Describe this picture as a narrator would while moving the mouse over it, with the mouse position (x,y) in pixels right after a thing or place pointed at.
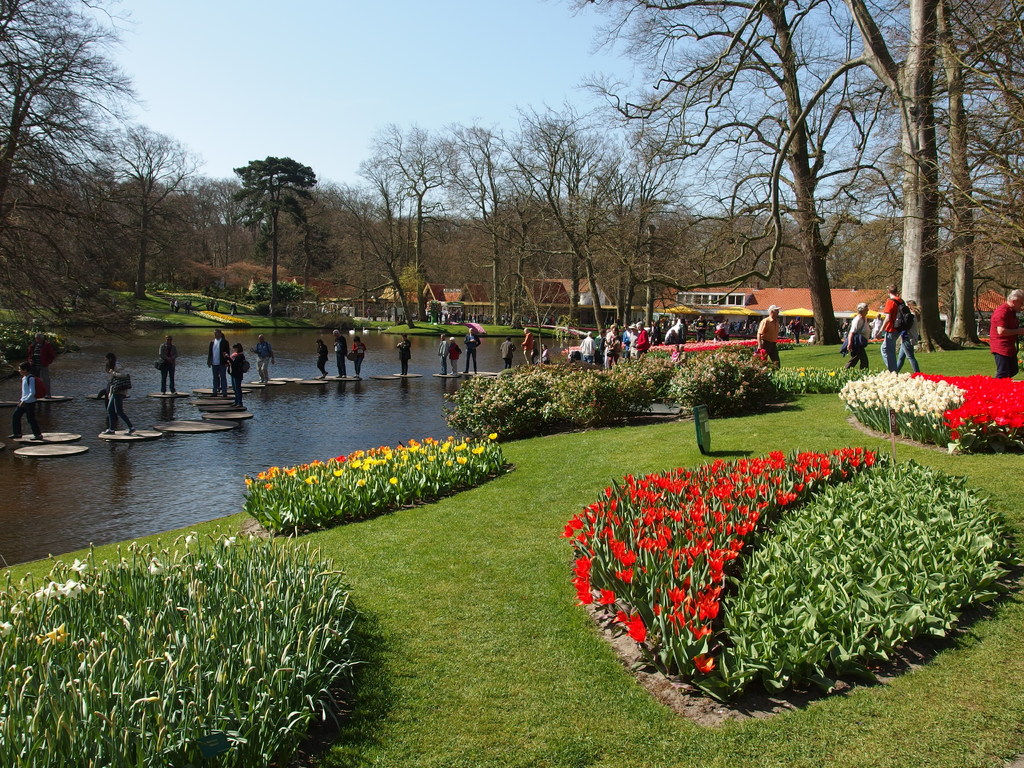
Here we can see flowers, plants (560,380), grass (540,664), water (189,378) and people (322,352). Background (589,188) we can see trees (679,260) and sky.
